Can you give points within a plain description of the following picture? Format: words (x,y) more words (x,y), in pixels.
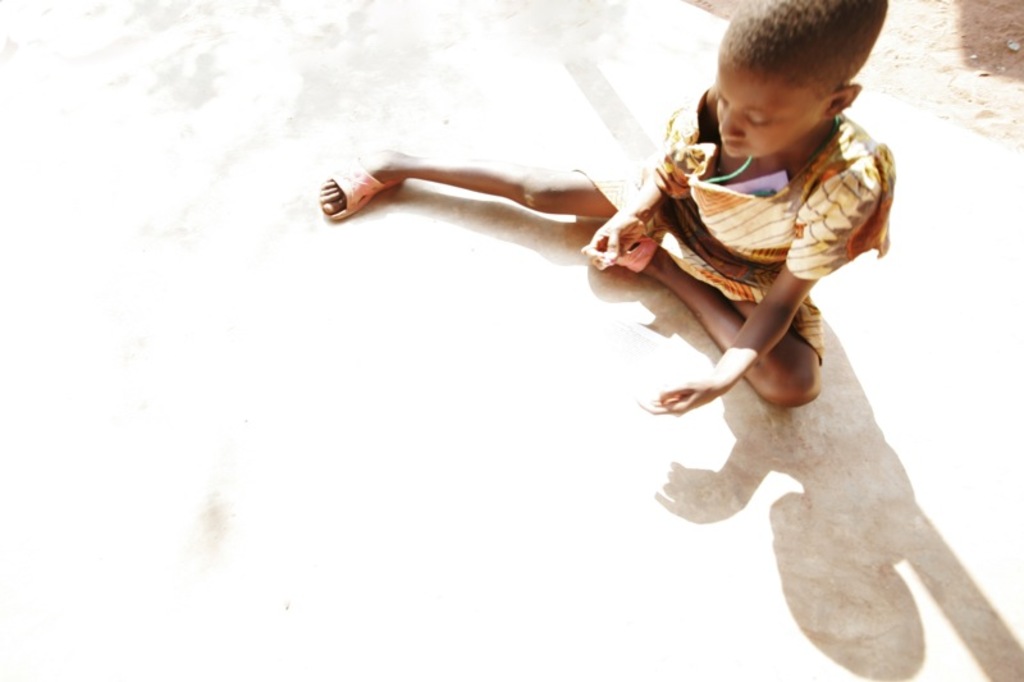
In the image there is a kid (696,267) sitting on the floor (544,578) and the shadow (839,524) of the kid (709,279) is reflecting on the floor (581,548).
